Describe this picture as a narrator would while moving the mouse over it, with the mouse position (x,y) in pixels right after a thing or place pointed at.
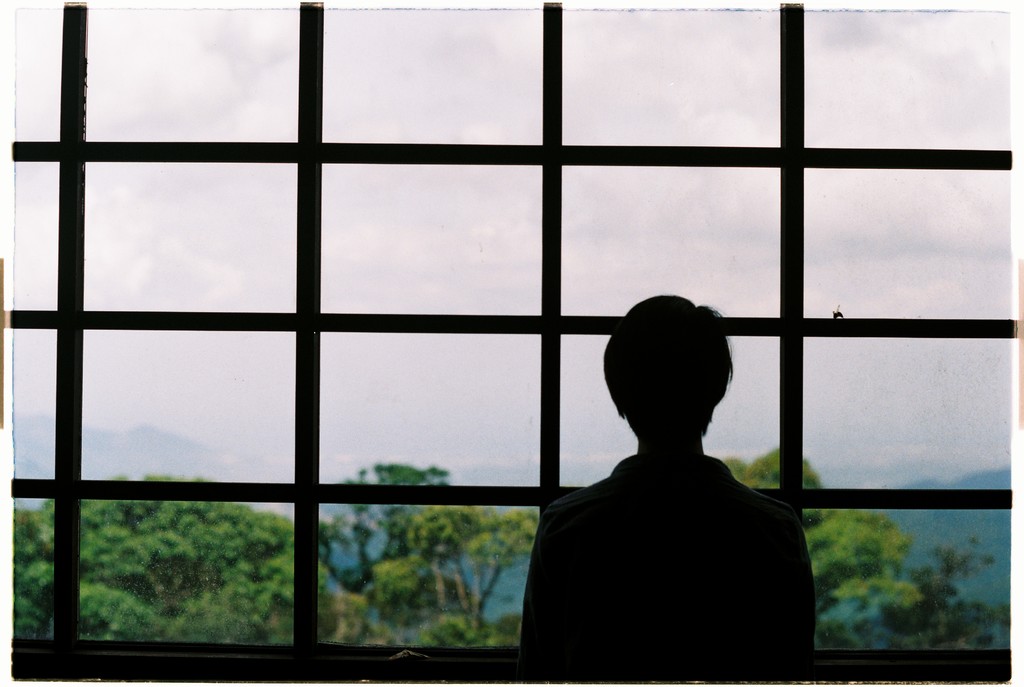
In this image there is a person (617,497) standing and watching outside through the window (539,340), on the other side of the window (305,566) there are trees (381,526) and mountains (161,450).
